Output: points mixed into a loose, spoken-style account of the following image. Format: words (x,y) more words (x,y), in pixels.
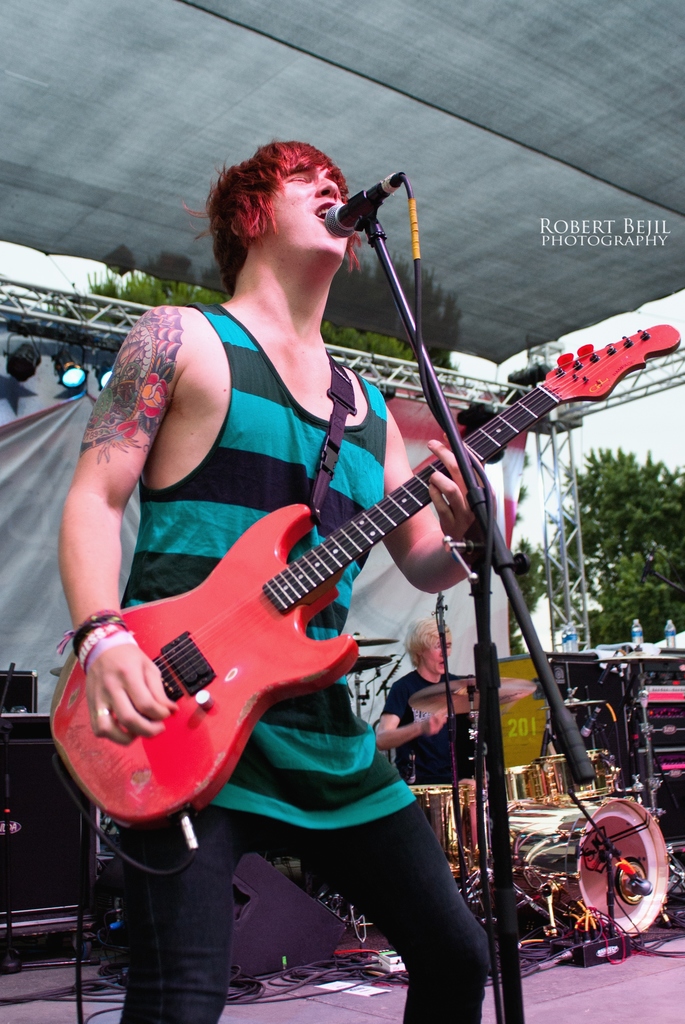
On the background (95,386) we can see lights (71,379), decoration (75,453) with a cloth (44,434), sky (606,433), trees (611,497) and bottles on a device (675,684). These are drums (635,844). Here we can see one man (153,705) standing in front of a mike (365,210) singing and playing guitar (213,675). This is a platform (616,1011).
